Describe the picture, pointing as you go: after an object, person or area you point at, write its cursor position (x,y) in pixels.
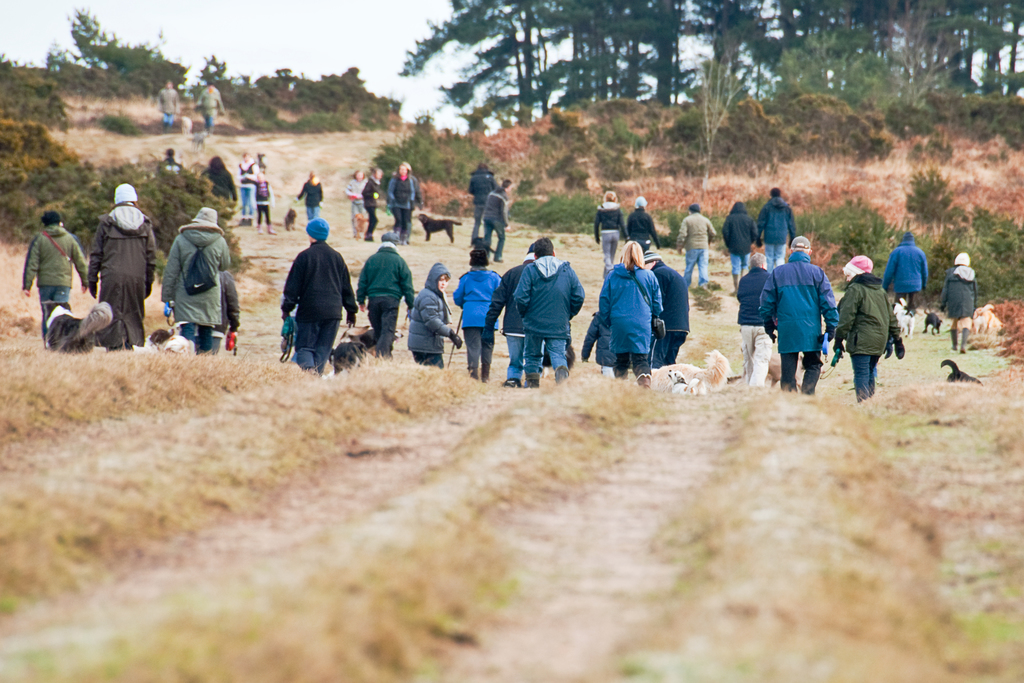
In the image we can see there are many people (812,273) walking and some of them are standing, they are wearing clothes (621,332), gloves (833,336), shoes (647,382) and cap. This is a dry grass (171,373), plants (134,81), trees (532,72) and a white sky (301,7). We can even see there are animals (438,227).
